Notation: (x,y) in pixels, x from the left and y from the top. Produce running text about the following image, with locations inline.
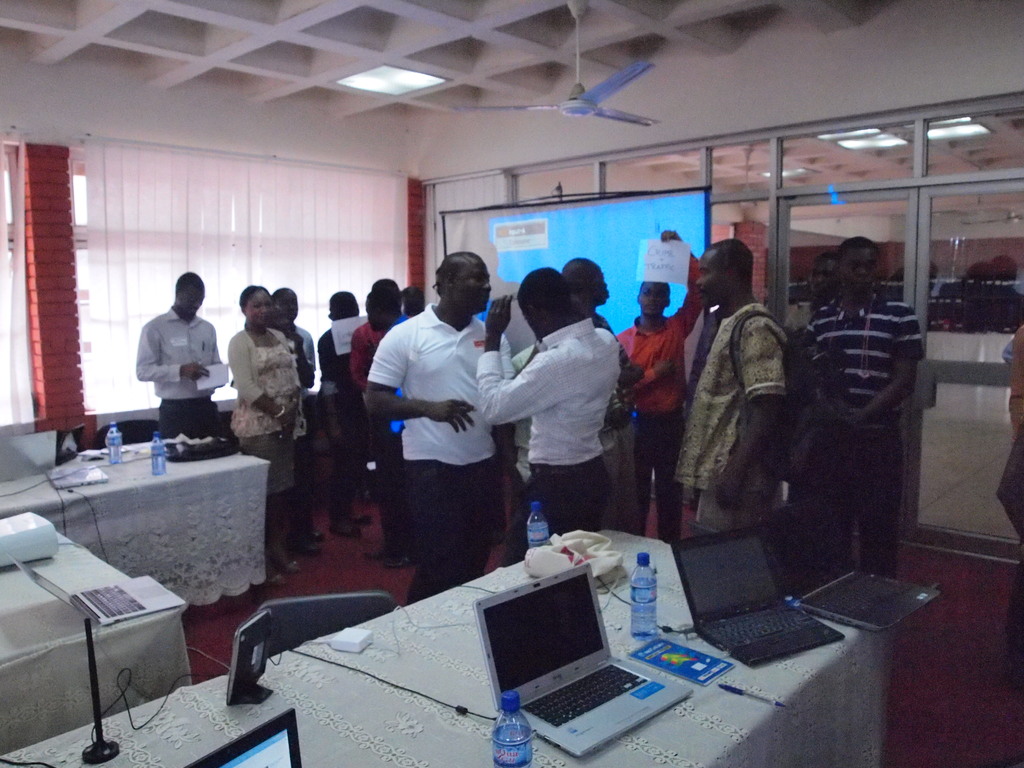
At the bottom of this image (564,590), there are laptops (256,755), bottles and other objects (262,633) arranged on the table (749,688). In the background (184,294), there are persons (626,336) standing, one of them is showing a paper (663,256), there are bottles (110,437) and other objects (60,457) arranged on the tables (96,580), there are white color curtains (338,231), there are lights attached to the roof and there are glass windows (815,173).
